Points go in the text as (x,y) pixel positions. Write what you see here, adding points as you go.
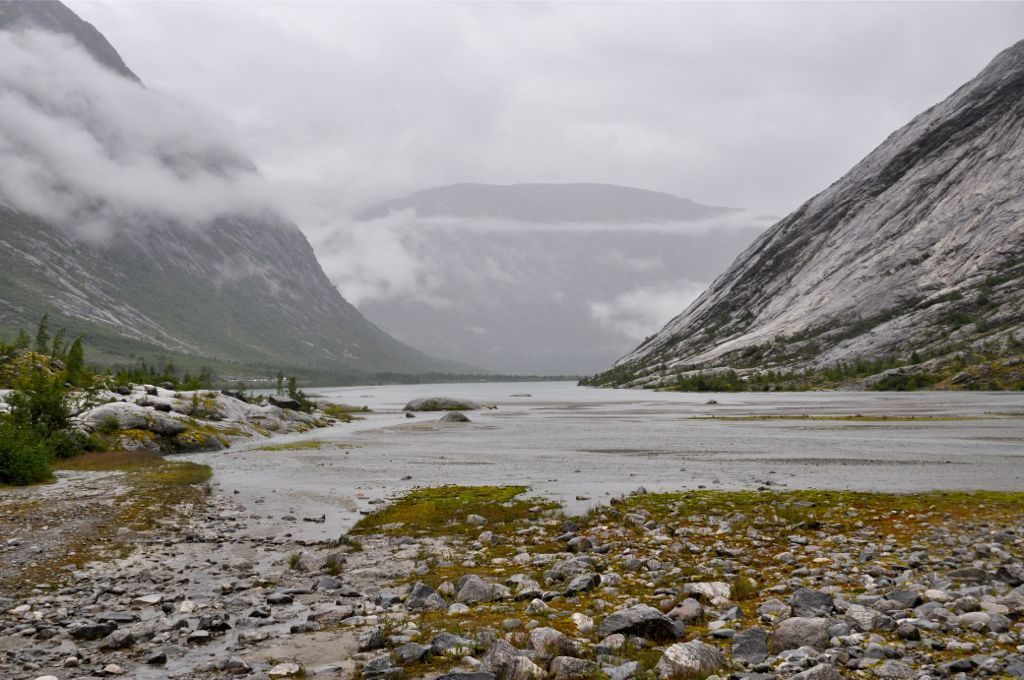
In this image I can see some grass (422,501), few rocks (825,578), water (667,463) and few plants (65,418). In the background (642,265) I can see few mountains (975,242) and the sky (708,132).
